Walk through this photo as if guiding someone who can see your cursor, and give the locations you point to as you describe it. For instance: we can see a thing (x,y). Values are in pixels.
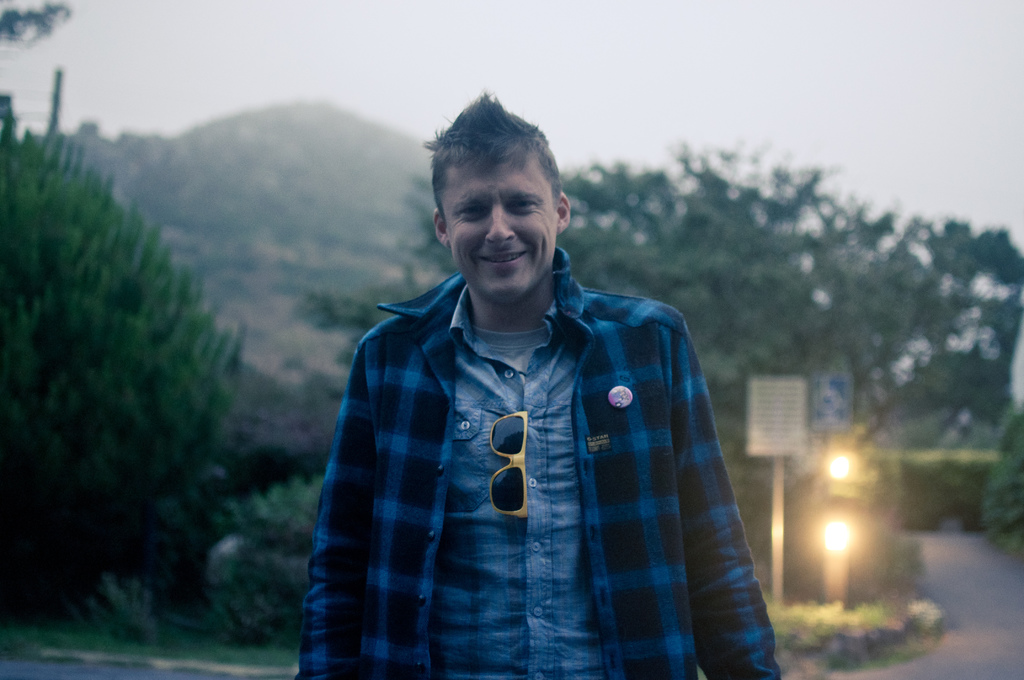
In this image, in the middle (507,295), we can see a man (519,269) wearing a blue color shirt (454,453) and keeping goggles (506,454) on his shirt (567,473). In the background (150,475), we can see some trees (891,351), plants (949,498), mountains (411,161). At the top (649,37), we can see a sky (694,43), at the bottom (988,564), we can see a road (970,619) and a grass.
